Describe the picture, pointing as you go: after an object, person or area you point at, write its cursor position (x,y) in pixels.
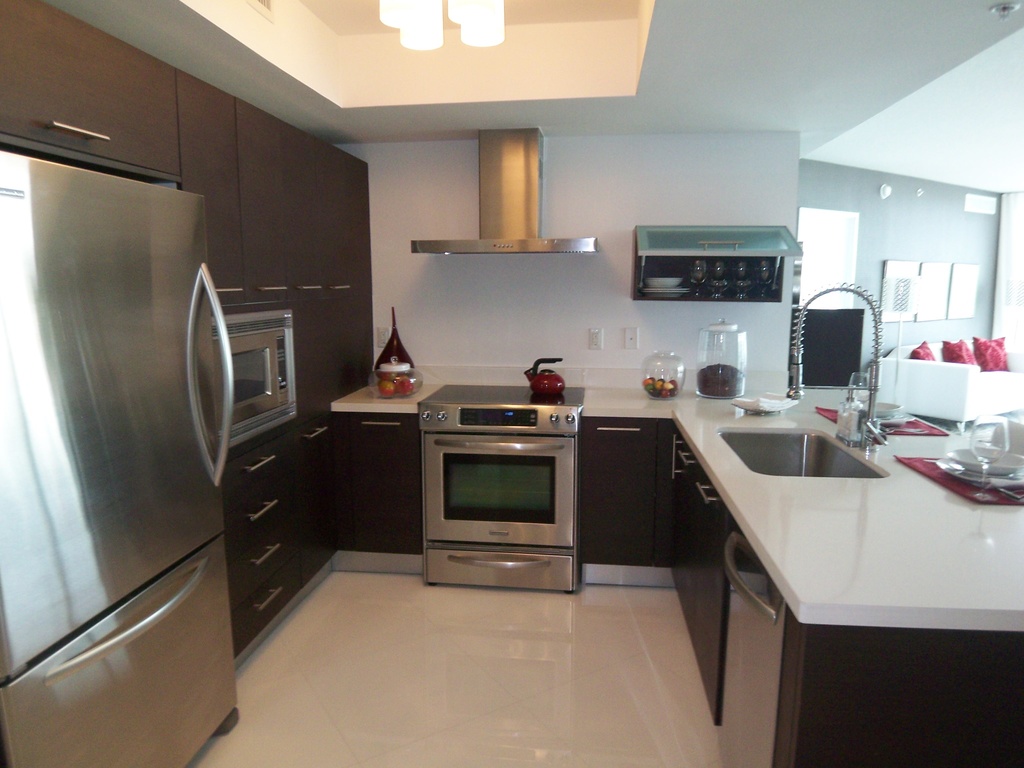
In this image I can see inside view of a kitchen (577,440) where on the left side (155,312) I can see a refrigerator (139,257) and on the right side (836,449) I can see a sink (826,464) and a water tap (800,383). I can also see number of glass jars (655,374), plates (951,450), a glass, stove (546,400) and on it I can see a red colour kettle (557,375). I can also see few other stuffs (849,421) on the countertop (721,413). In the background (679,474) I can see an oven (439,563), a microwave (262,318), number of cupboards (390,452) and on the top side of this image (453,3) I can see four lights (461,17) on the ceiling (302,49). On the right side of this image (968,395) I can see a white colour sofa (939,384) and on it I can see three red cushions (949,357).
